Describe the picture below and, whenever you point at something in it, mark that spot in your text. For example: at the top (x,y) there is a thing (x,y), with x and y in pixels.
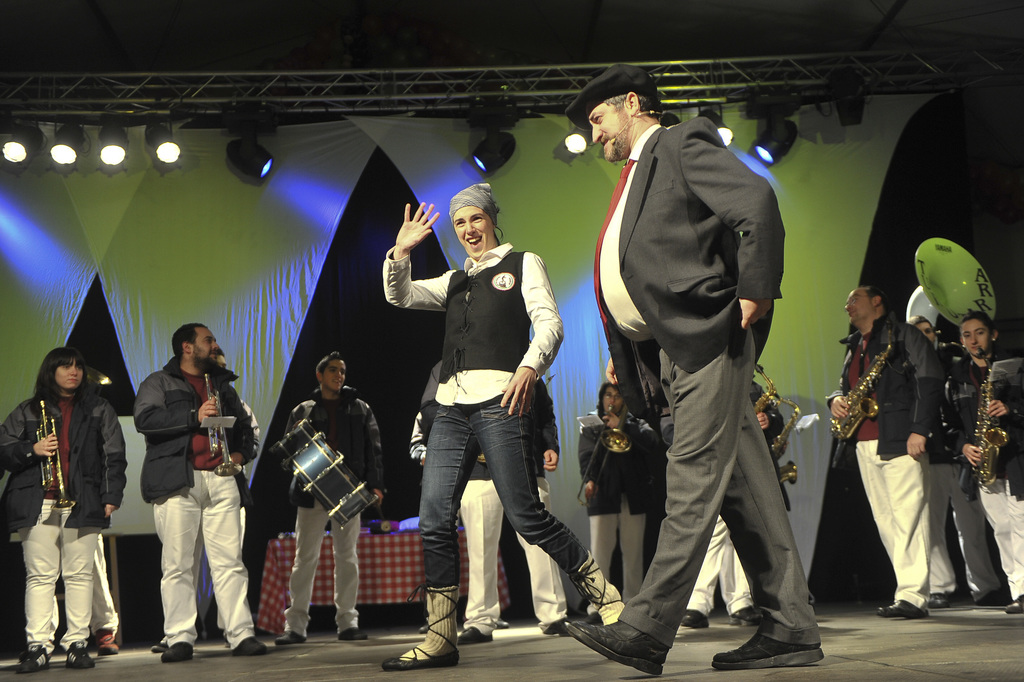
In this image we can see a man (662,374) and a woman (526,362) standing on the dais (375,661). In the background (1005,420) there are people (1001,384) standing on the dais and holding musical instruments (315,483) in their hands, table (325,568) with table cloth (392,546), curtain (292,287), grills (724,85) and electric lights (252,140) hanged to the grills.
